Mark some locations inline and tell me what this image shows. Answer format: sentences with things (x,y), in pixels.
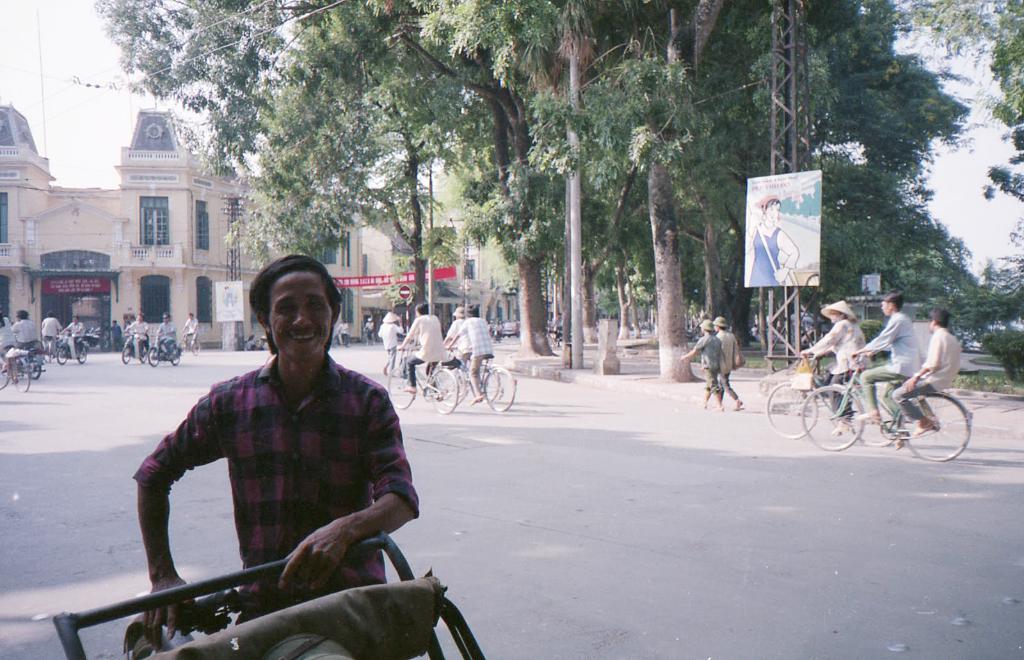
This image is clicked in the city. There are many people (7,342) walking, riding their bicycles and bikes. In the front (239,386), there is a man (251,414) standing and laughing. To the right (817,444), there are three people (940,316) going on bicycles (802,374). In the background (198,231), there is a building (34,171), trees (494,182) and sky (132,108).
